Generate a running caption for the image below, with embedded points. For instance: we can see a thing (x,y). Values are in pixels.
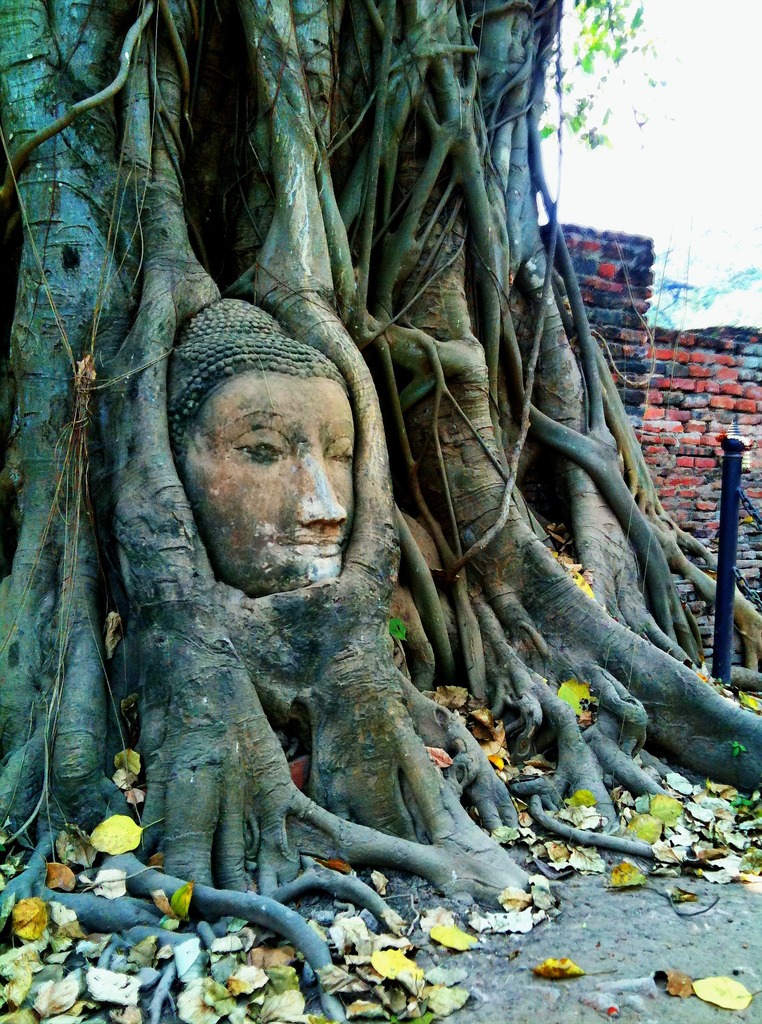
Here we can see a statue (266,348), tree (378,466), dried leaves (112,988), pole (733,492), and a wall (664,503). In the background (662,118) there is sky (688,244).
